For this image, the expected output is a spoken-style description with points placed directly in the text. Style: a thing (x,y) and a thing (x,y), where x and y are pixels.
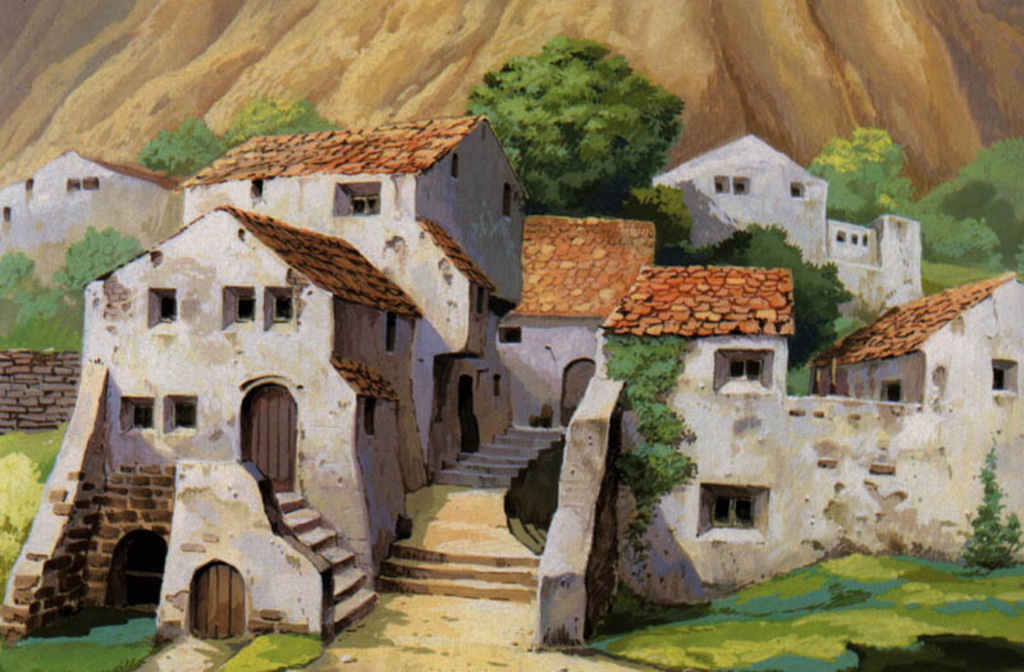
The picture is a painting. In this picture there are trees (622,212) and buildings (424,212). At the top (304,56) it is hill (156,85). At the bottom (615,616) there is grass (762,647).
